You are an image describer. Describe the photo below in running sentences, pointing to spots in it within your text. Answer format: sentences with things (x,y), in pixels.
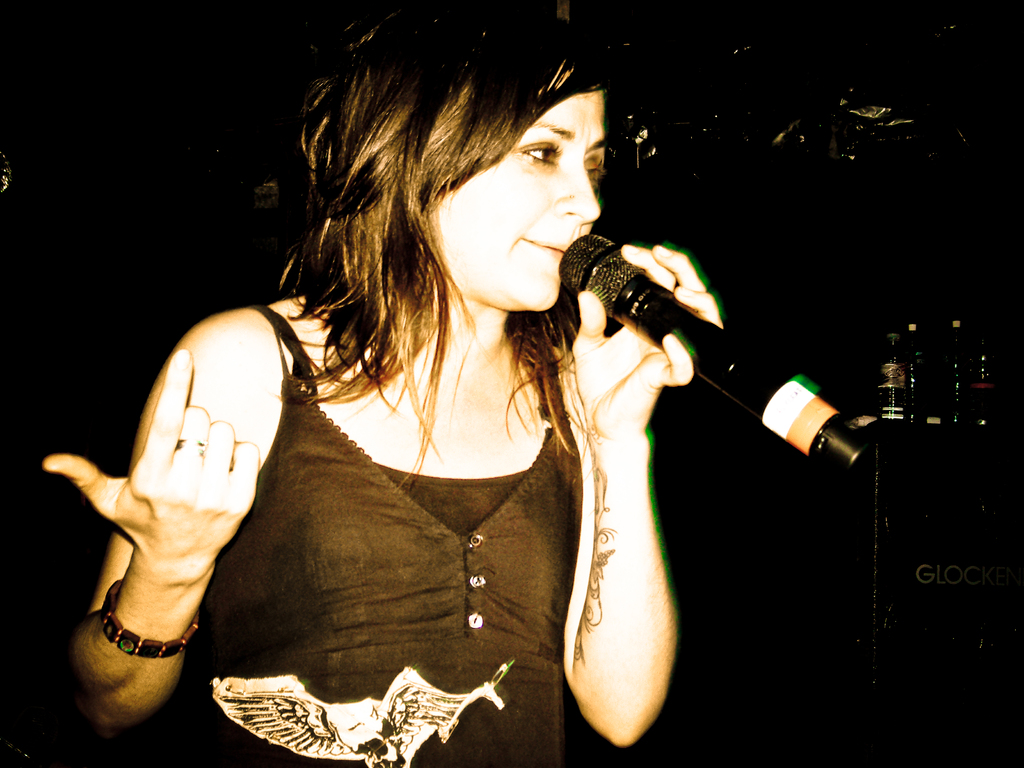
As we can see in the image there is a woman (510,306) holding mic (739,394).
